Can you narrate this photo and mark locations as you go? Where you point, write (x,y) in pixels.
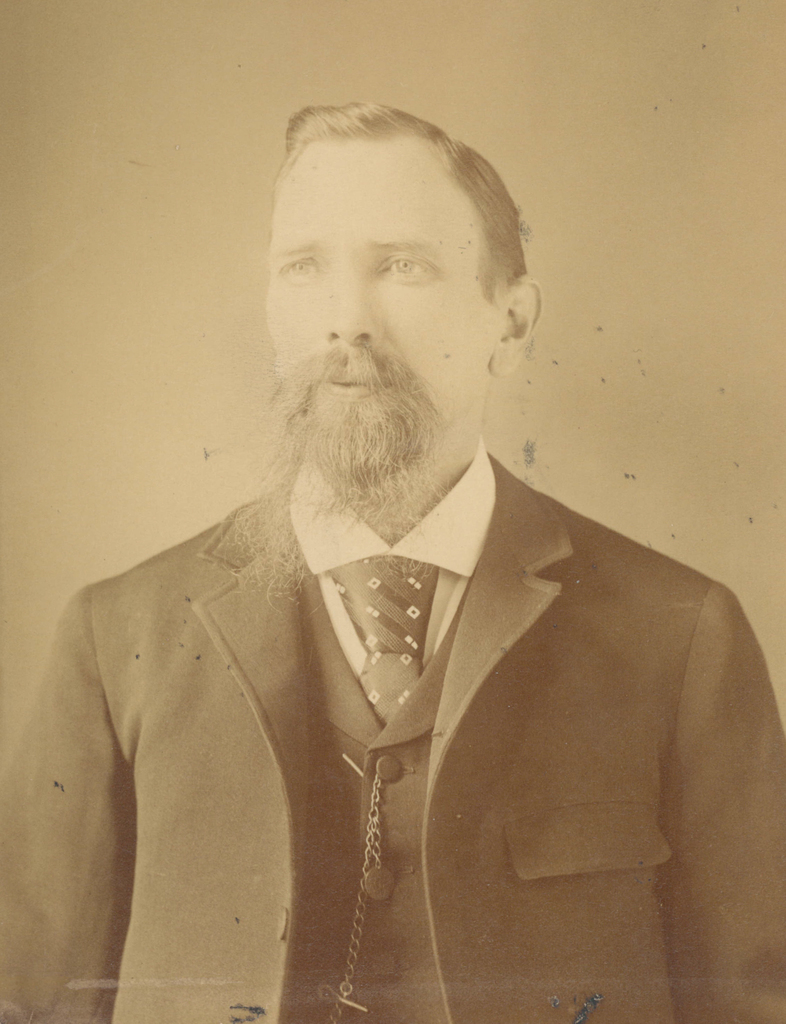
In this image I can see a person (388,609) wearing dress (404,659). The image is in black and white.
